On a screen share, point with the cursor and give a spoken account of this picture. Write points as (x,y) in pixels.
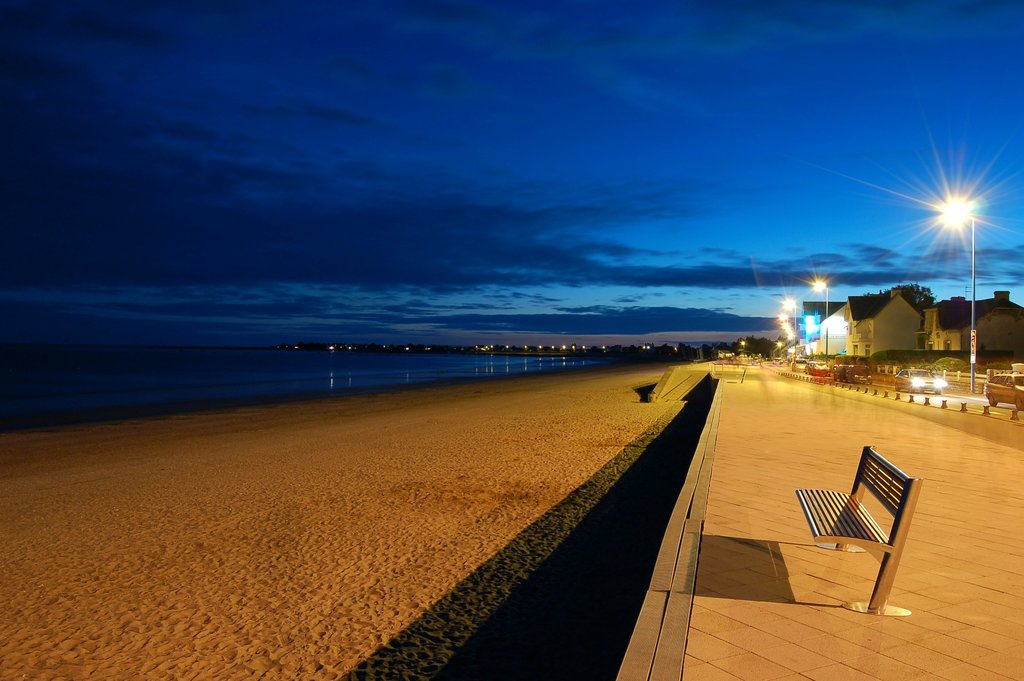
In the foreground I can see a bench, fence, vehicles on the road (985,401) and light poles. In the background (800,221) I can see buildings (1021,344), trees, water (236,372) and the sky (494,288). This image is taken may be during night near the beach (383,516).
